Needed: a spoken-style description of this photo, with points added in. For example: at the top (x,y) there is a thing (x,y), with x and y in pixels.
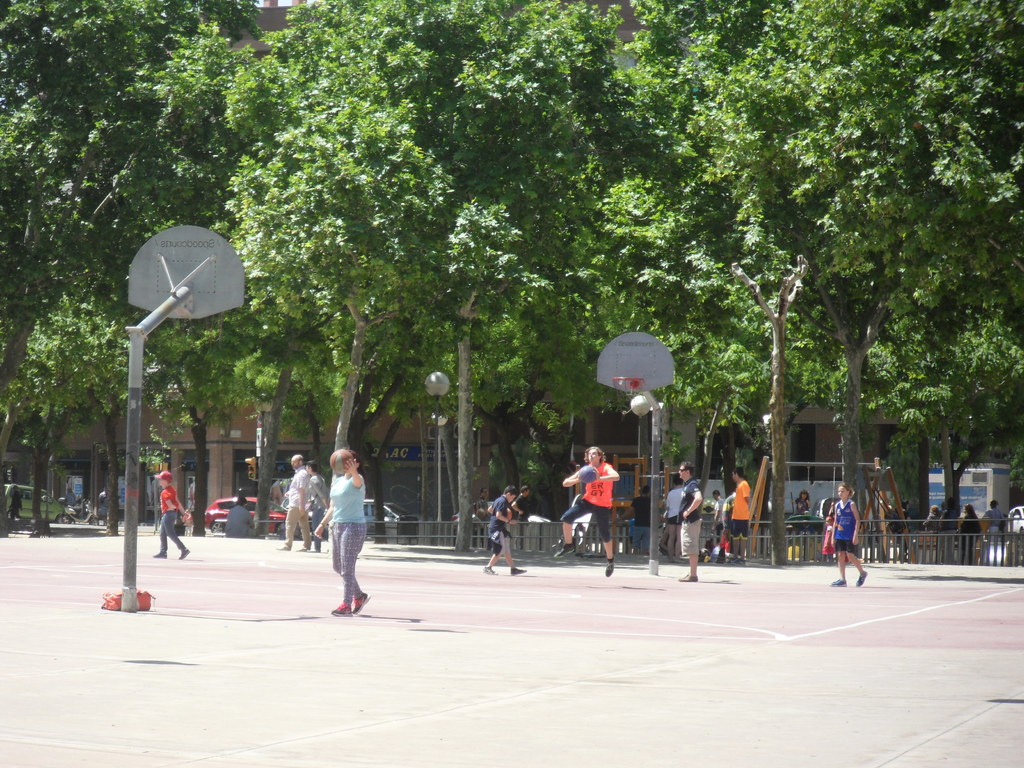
This picture is clicked outside. In the center (345,491) we can see the group of people (300,470) seems to be walking on the ground (625,557) and there is a person (607,482) jumping on the ground (610,580) and we can see the stands (178,288) placed on the ground (161,609). In the background (643,531) there are some vehicles (1019,523), group of persons (904,517), building (829,435), trees (554,264) and lights (634,401) attached to the poles (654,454) and we can see the metal rods (985,559).
